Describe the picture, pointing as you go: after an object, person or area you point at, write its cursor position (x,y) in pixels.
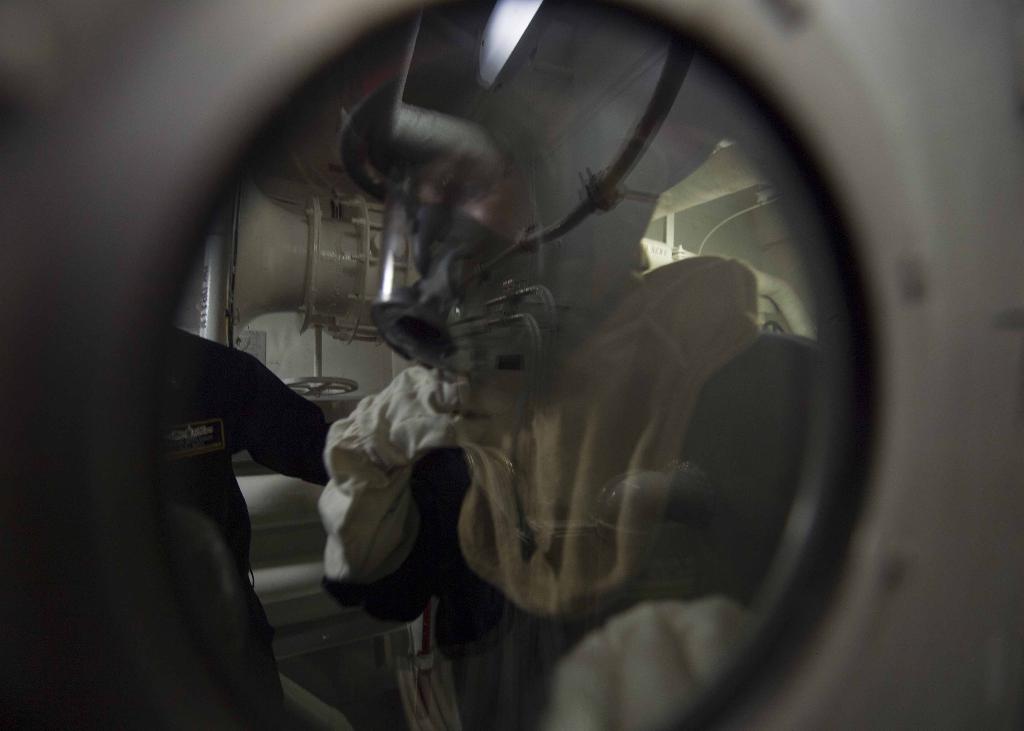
In this image we can see a glass (552,586), through the glass (595,614), we can see a person (574,398), clothes (564,583) and some other objects (544,379).
